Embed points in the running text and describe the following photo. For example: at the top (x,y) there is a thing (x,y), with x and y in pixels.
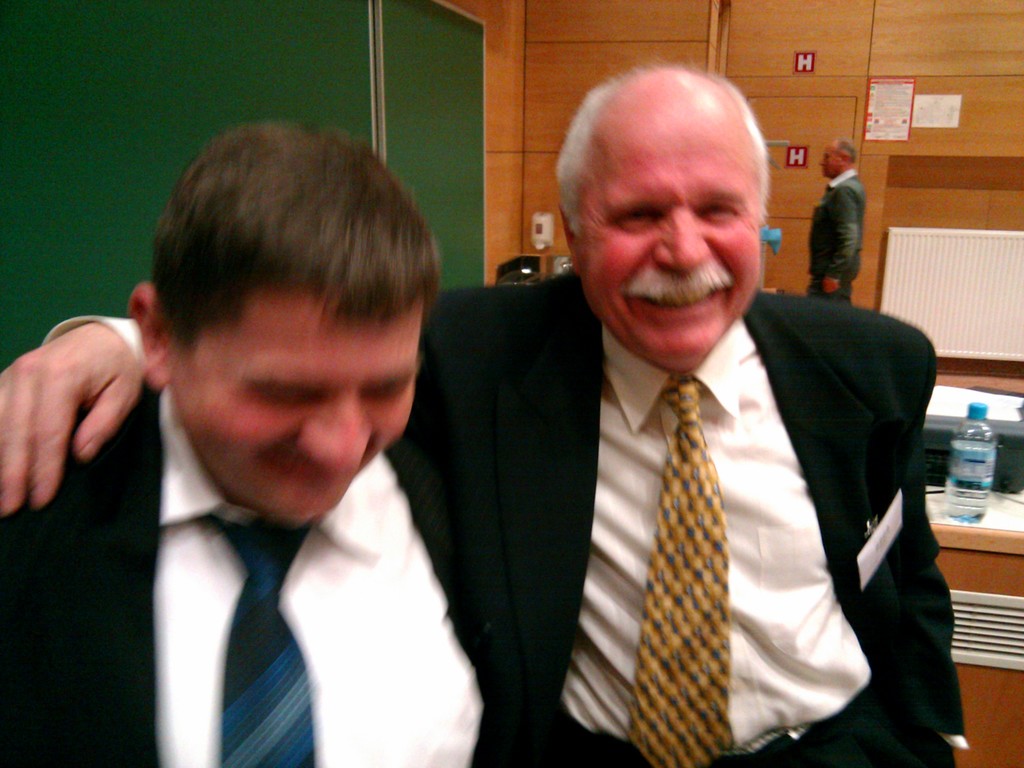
In this image I can see two persons (257,537) wearing white shirts (406,515) and black blazers (505,492). In the background (934,487) I can see a desk (1008,513) on which I can see a water bottle (982,490) and few other objects (1004,480), a green colored board (307,88), a person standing and the orange colored surface (884,38) and few posts (893,140) attached to the surface (837,66).
